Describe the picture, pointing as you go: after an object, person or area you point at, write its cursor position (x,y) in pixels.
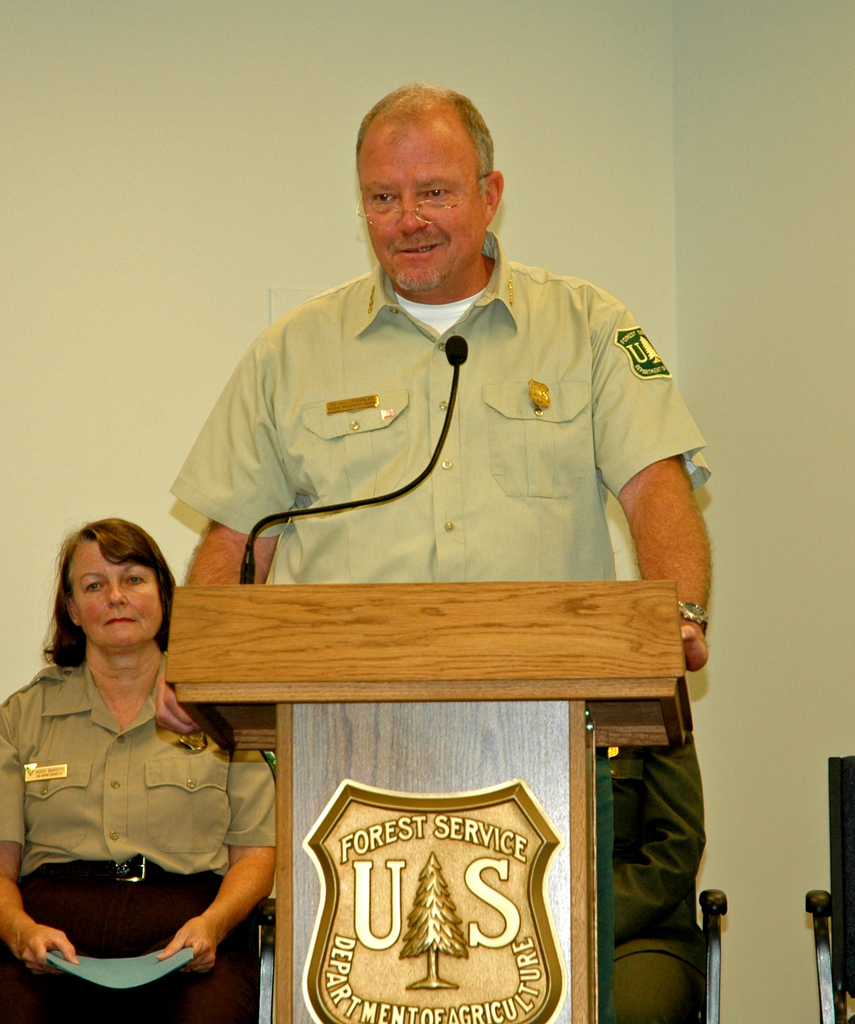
In this image we can see a person (520,535) standing near a podium (588,589) and speaking into a microphone (442,443). There are few people (253,897) sitting on the chairs (273,928). We can see a lady (195,951) sitting on the chair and holding an object (143,975) at the left side of the image (139,961). There is a chair (844,935) at the right side of the image (819,913). There is some text (486,894) and a logo (452,920) on the podium (350,936).
